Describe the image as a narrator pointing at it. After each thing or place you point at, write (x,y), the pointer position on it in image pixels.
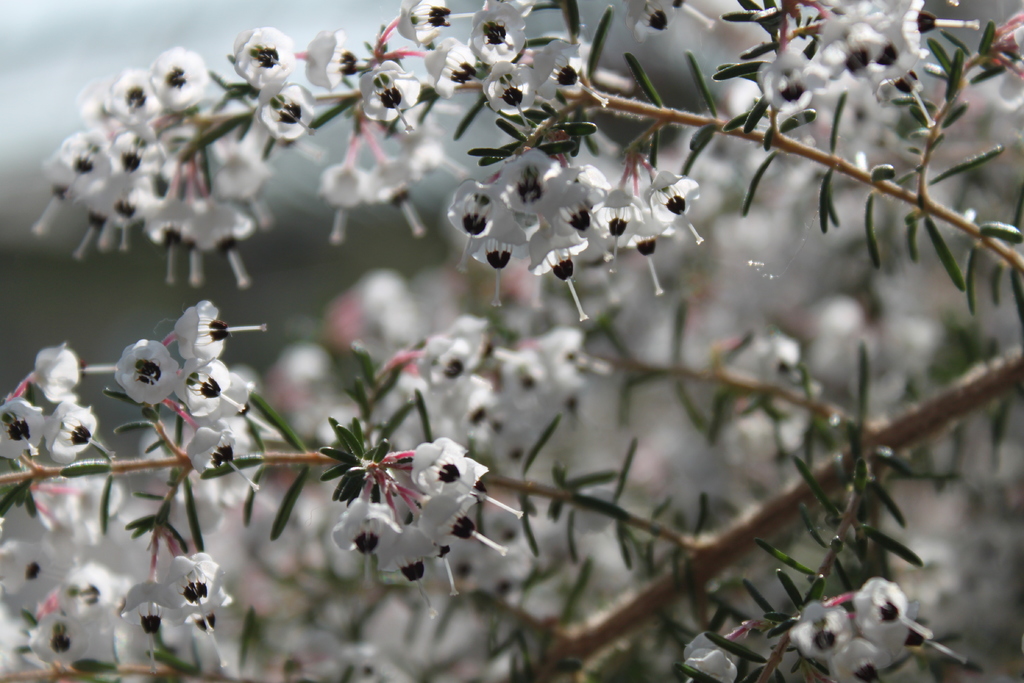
In this picture we can see a few white flowers (199,378), leaves (551,505) and stems (708,560). Background (22,215) is blurry.
